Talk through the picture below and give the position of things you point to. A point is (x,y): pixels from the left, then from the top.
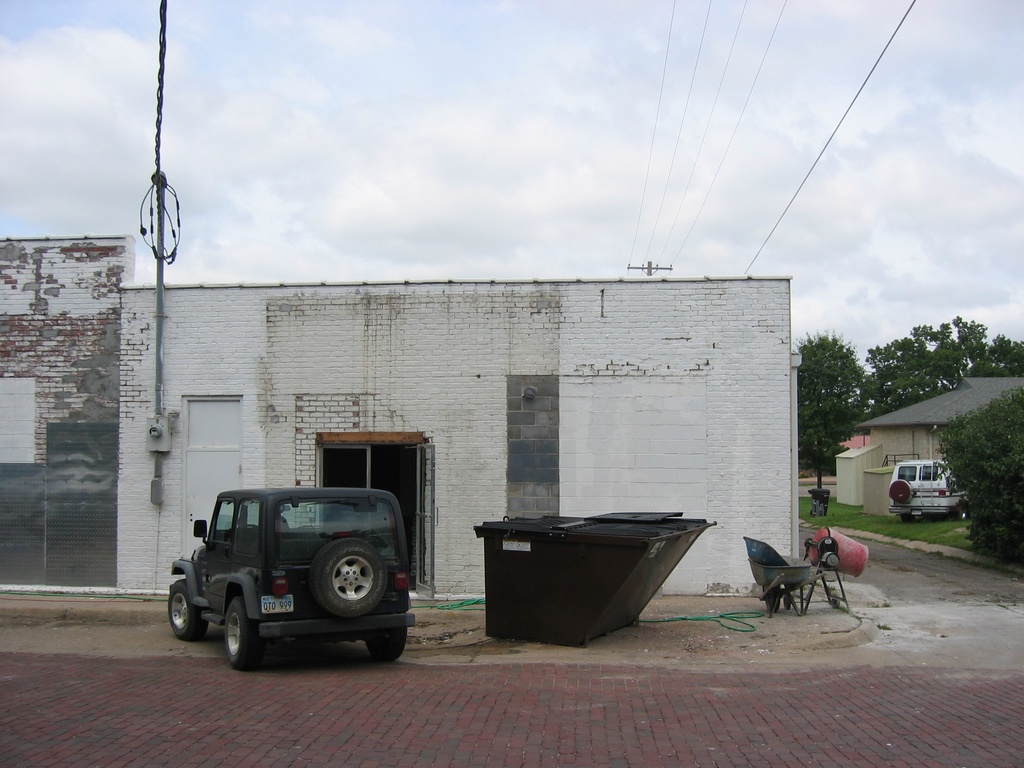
In this picture we can see there are two vehicles (329,605) parked on the path (354,644) and on the right side of the black vehicle (324,589) there is a cart (792,570) and a black object (565,566). In front of the vehicles (909,497) there are houses (880,422), electric pole (157,175) with cables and trees (826,389). Behind the houses (717,368) there is a cloudy sky (806,197).
